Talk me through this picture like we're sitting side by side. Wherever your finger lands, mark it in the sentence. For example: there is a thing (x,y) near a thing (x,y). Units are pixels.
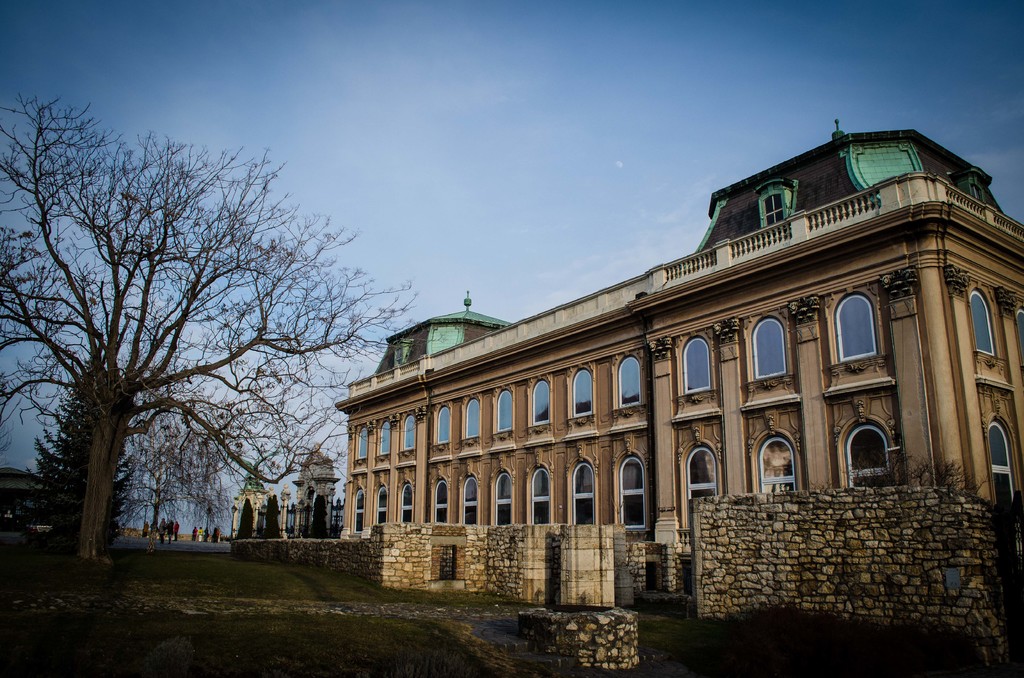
In this image I can see a building (773,397), glass windows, trees (94,426), stone walls (874,559) and few people (196,539). The sky (506,193) is in blue color.
